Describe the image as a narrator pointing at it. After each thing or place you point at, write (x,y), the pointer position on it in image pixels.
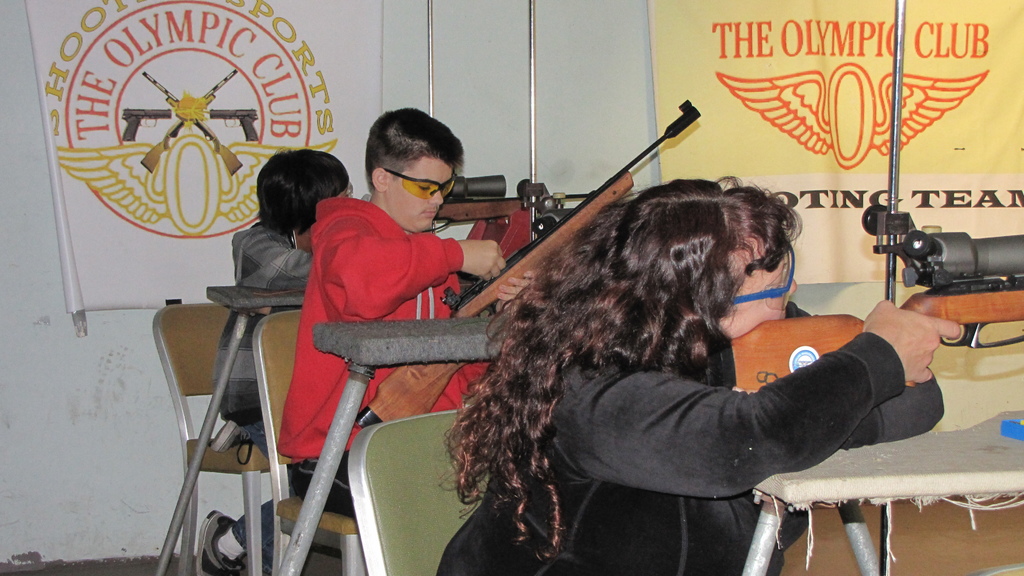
In this picture we can observe three members (310,277) sitting in the chairs (249,470). In front of them there is a stand (376,344) on which we can observe guns (511,272). All of them are wearing spectacles (792,263). In the background (225,65) we can observe posters (297,116) and a wall (500,94) which is in white color.
